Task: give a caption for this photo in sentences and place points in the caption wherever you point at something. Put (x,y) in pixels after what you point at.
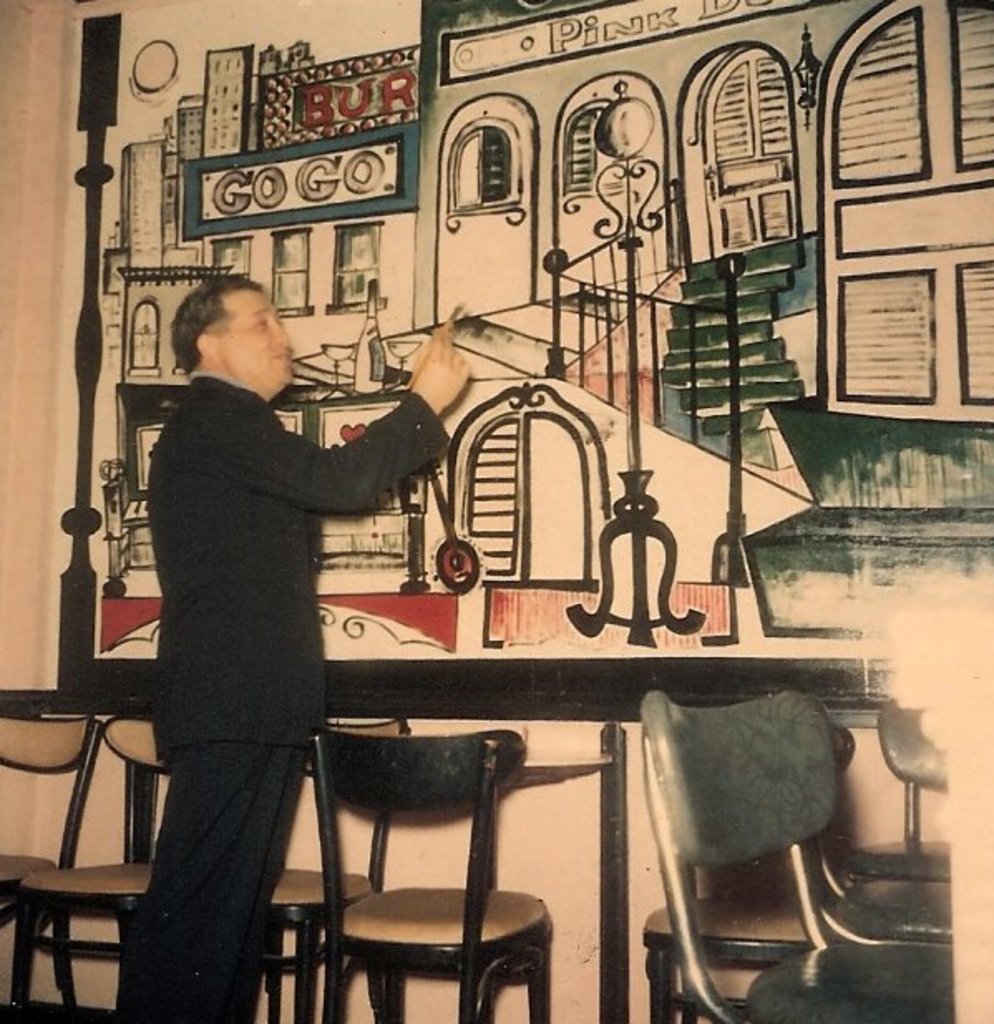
In the image we can see one person (296,541) standing and holding pen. In the background (569,389) we can see graffiti (556,181) and few empty chairs (48,736).
